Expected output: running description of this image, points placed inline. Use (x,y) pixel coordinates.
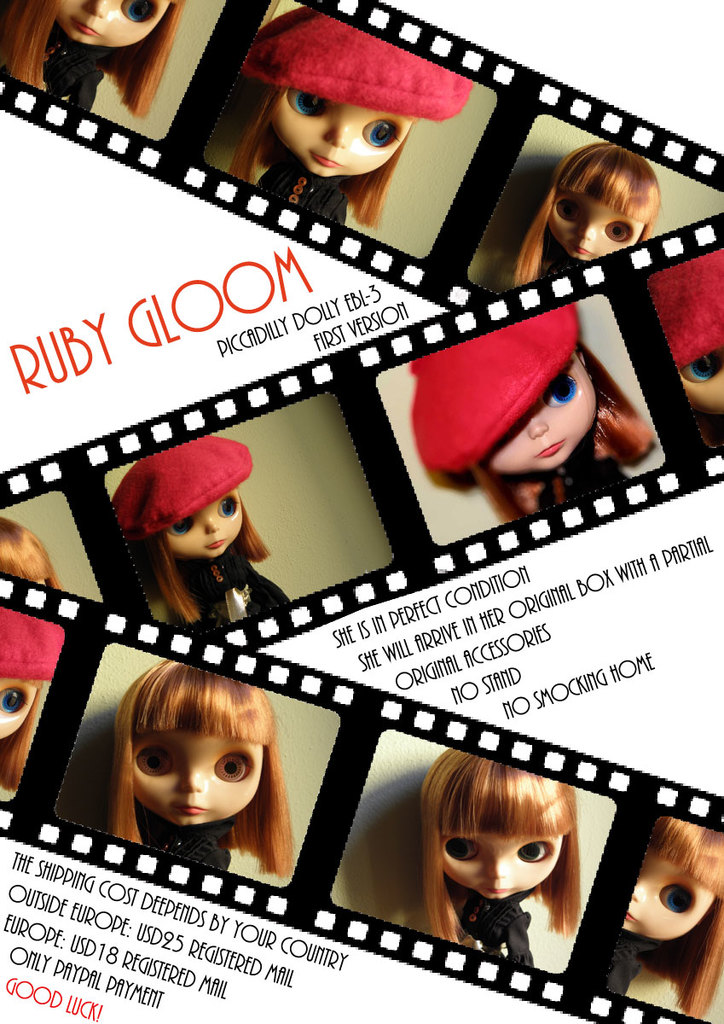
This is an edited image. We can see pictures (171,88) of toy girls (124,62) on the reel (441,253) and there are texts (154,968) written on the image.
